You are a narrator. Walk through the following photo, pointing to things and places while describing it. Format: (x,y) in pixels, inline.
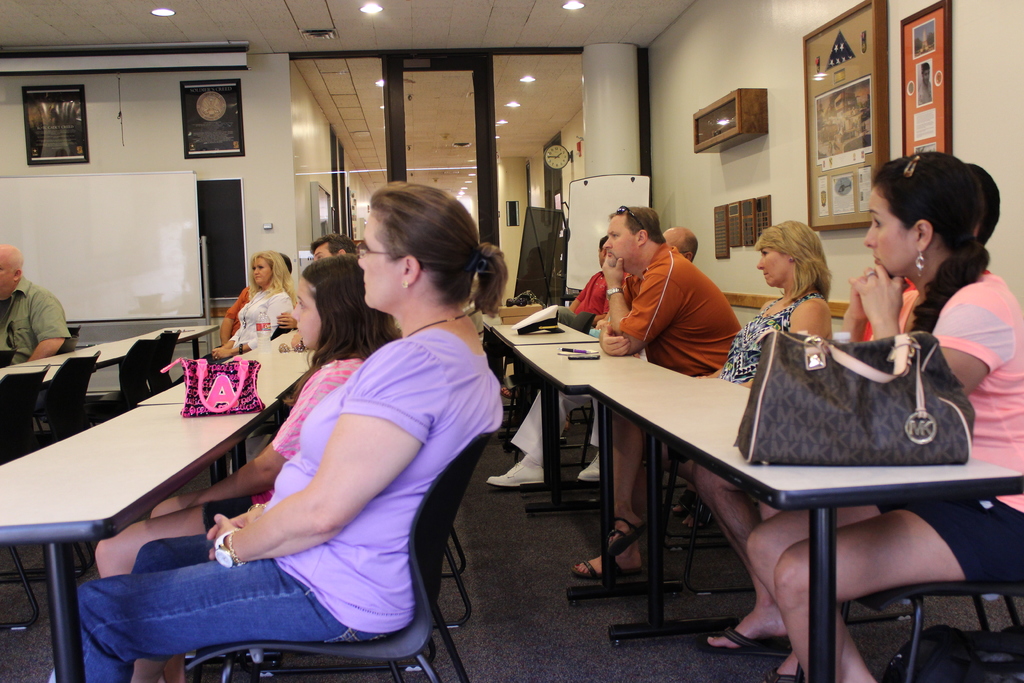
We can see frames (199,132) over a wall (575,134). This is ceiling (432,24) and lights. This is a door (399,141). we can see persons (420,257) sitting on chairs (128,377) in front of a table (604,366) and on the table (620,364) we can see pen (569,351), mobile (583,356) and handbags (891,411). This is a floor (527,584).
